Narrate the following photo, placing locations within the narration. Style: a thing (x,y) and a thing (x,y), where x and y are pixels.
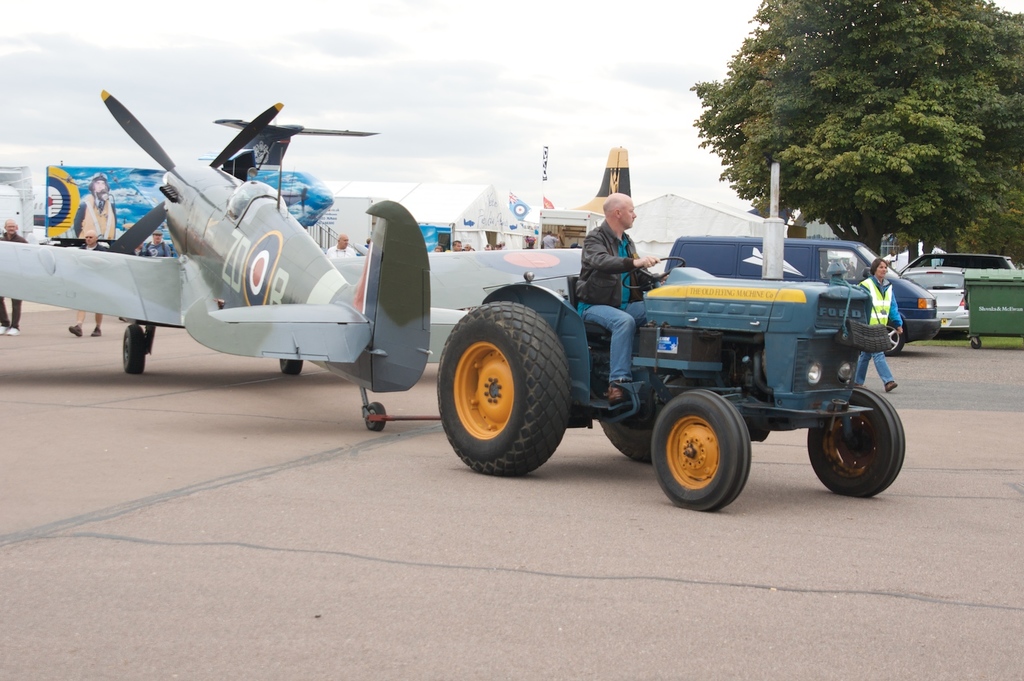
In this image I can see a person (602,265) sitting in the vehicle (774,320) and the person (593,296) is wearing brown jacket (616,280), blue pant (629,328). Background I can see few other vehicles (959,278). In front (452,315) I can see an aircraft (189,274) which is in grey and green color, background (924,10) I can see trees (931,40) in green color and the sky (369,85) is in white color.
